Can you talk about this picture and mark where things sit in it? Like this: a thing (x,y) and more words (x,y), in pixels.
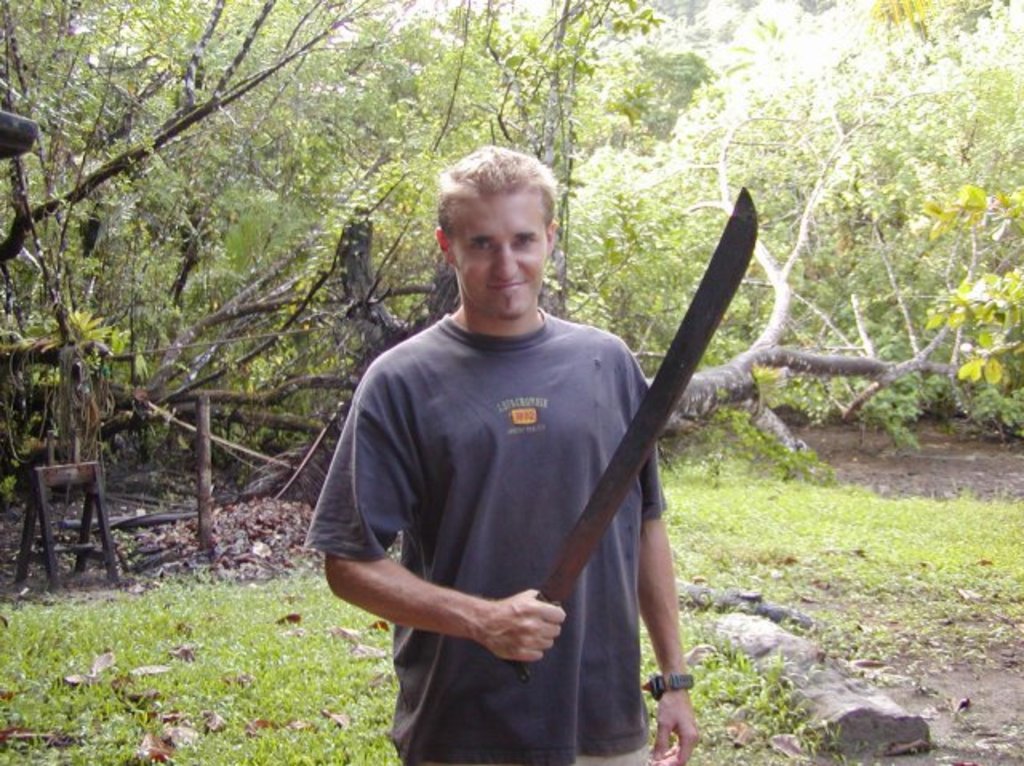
In this image there is a person (539,435) standing and holding a sword (643,408) in his hand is having a smile on his face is posing for the camera is standing on the grass surface (334,731), behind him there are trees (282,386).
